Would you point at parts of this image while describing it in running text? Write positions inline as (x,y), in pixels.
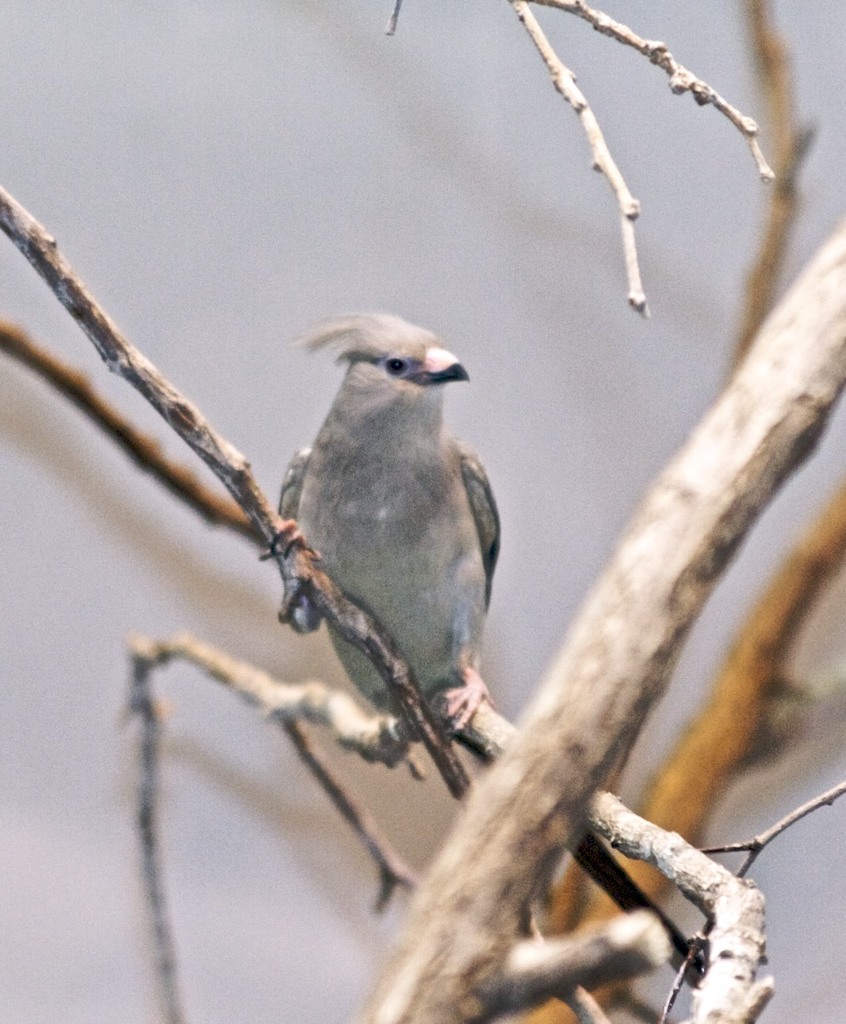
In the image there is a grey color bird (415,519) standing on a dried tree (802,424).
